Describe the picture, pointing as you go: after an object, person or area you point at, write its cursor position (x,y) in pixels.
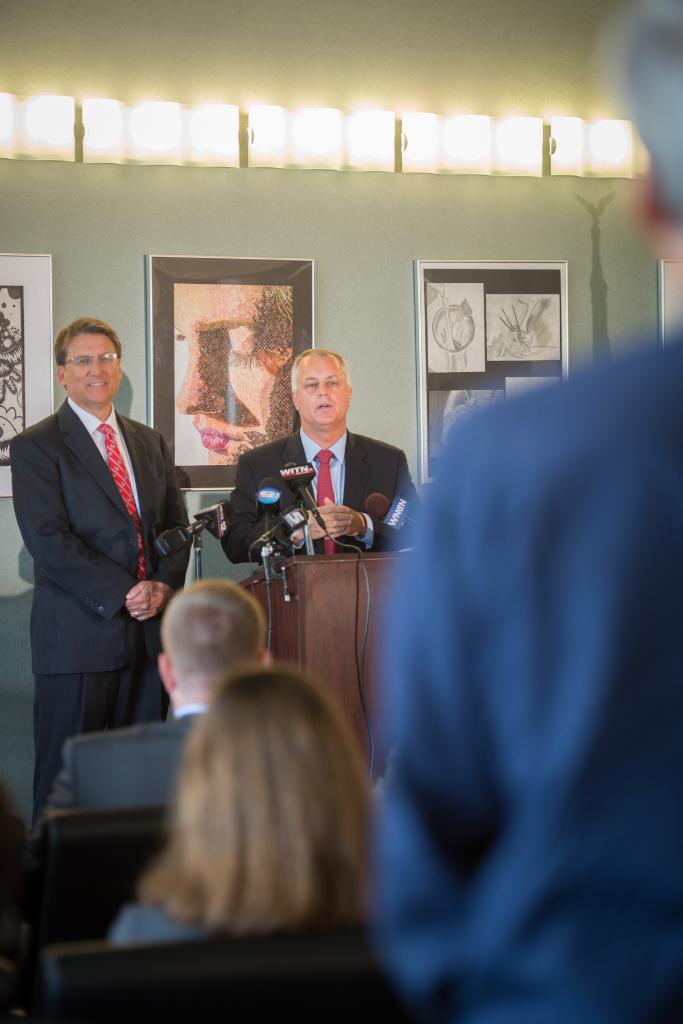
In this image there are people (91,534) standing and some of them are sitting. We can see a podium (374,624) and there are mics (211,532) placed on the stands (201,534). In the background (344,249) there is a wall (326,309) and we can see frames (566,331) placed on the wall (597,333). At the top (226,105) there are lights (226,105).
